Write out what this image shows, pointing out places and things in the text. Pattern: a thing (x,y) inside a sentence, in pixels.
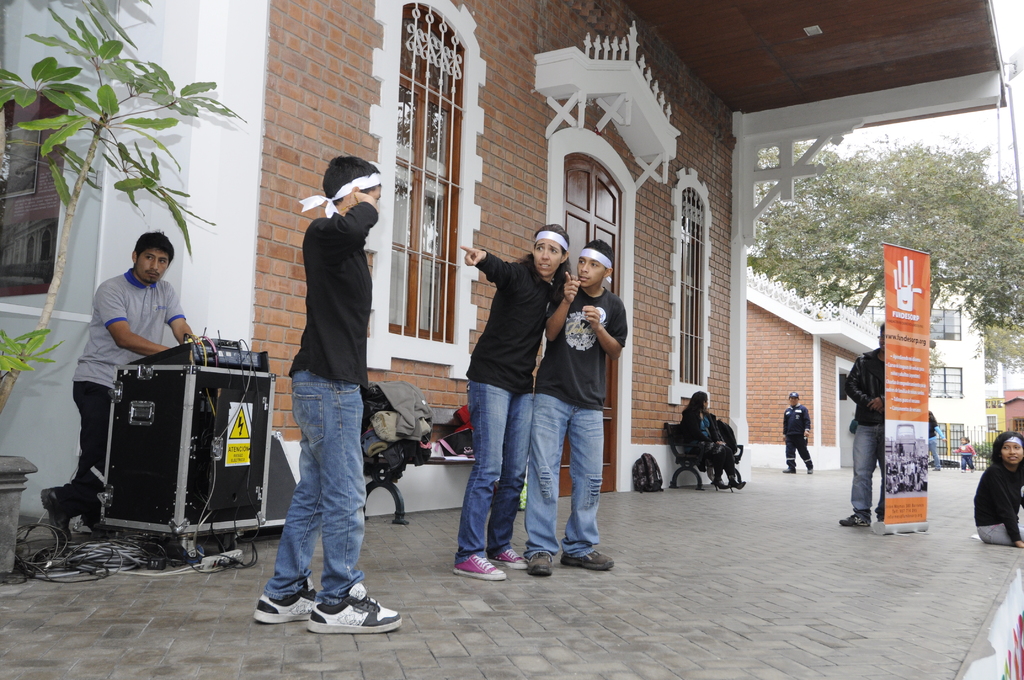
In the image we can see there are people (699,411) standing and some of them are sitting, they are wearing clothes (706,449) and some of them are wearing shoes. Here we can see the poster (903,379) and text (924,385) on the poster (909,430). Here we can see cable wires (107,559) and an electronic device (202,400). Here we can see the plant pot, bench (700,465), footpath (752,537), building (492,147) and windows (461,171) of the building (463,154). Here we can see the door (615,221), trees (879,220) and the fence (975,444).
